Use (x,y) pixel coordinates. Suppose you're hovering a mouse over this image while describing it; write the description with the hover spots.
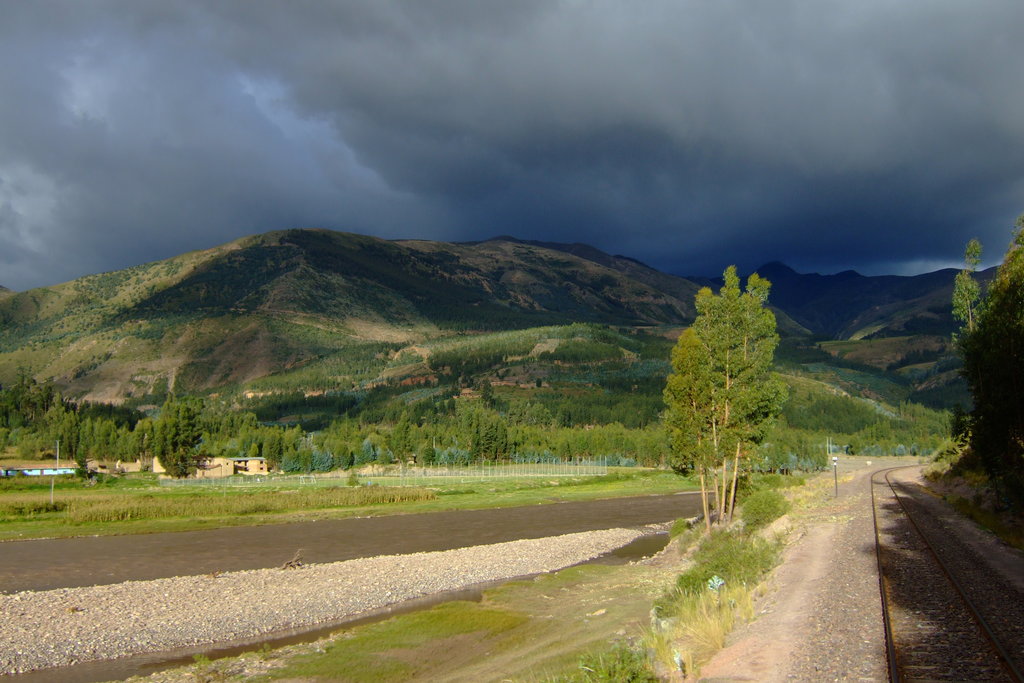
In this image we can able to see mountains (498,342), trees (660,390), and a railway track (921,587), there are houses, and plants (285,499).
